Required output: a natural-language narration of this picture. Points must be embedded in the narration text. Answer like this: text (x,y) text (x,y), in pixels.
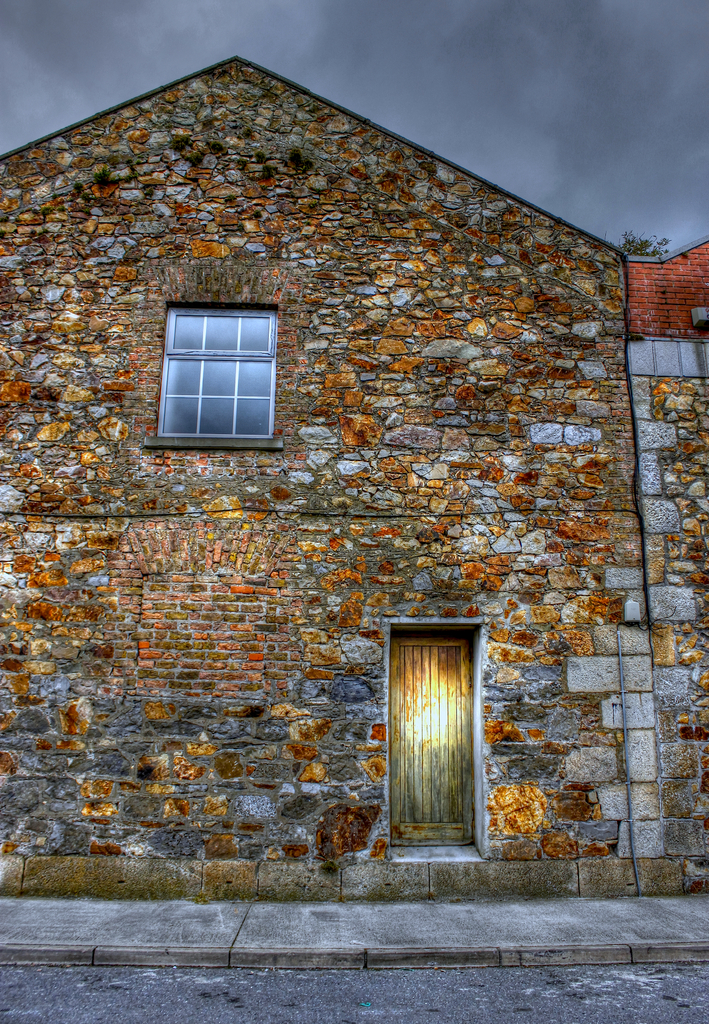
This image is taken outdoors. At the bottom of the image (342,957) there is a road (422,971) and a sidewalk (383,927). At the top of the image (560,107) there is a sky (367,83) with clouds (548,115). In the middle of the image (362,409) there is a house (436,371) with a window (253,365) and a door (418,701).
